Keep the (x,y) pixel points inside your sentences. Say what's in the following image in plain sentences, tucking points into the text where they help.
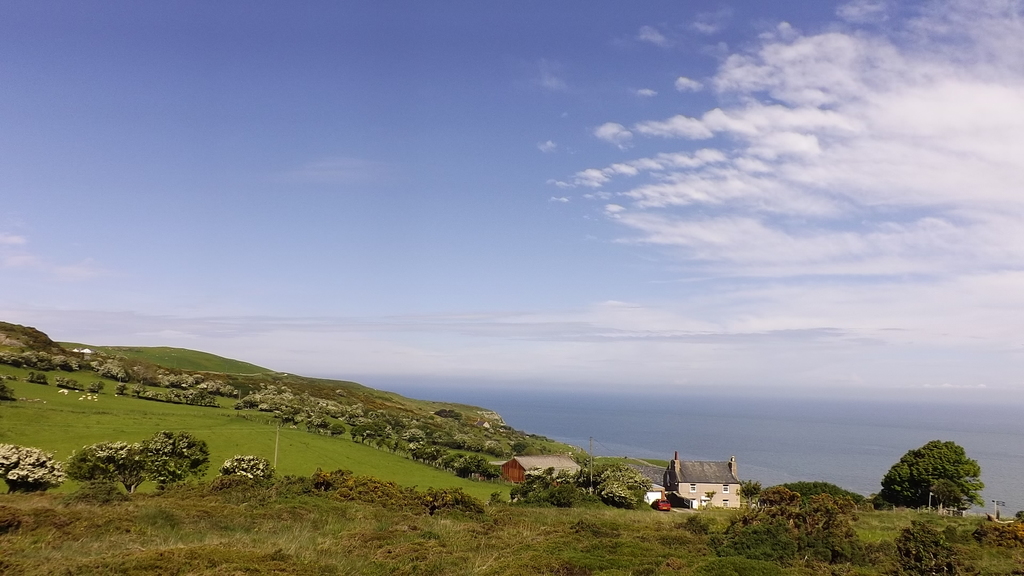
There is grass (678,556), there are plants (415,487) and trees (188,446) on the ground (867,517). In the background (655,494), there is a vehicle (671,508) parked, near two houses (684,485), there are other buildings (524,467), hills (285,380) and clouds (510,367) in the blue sky (421,80).
